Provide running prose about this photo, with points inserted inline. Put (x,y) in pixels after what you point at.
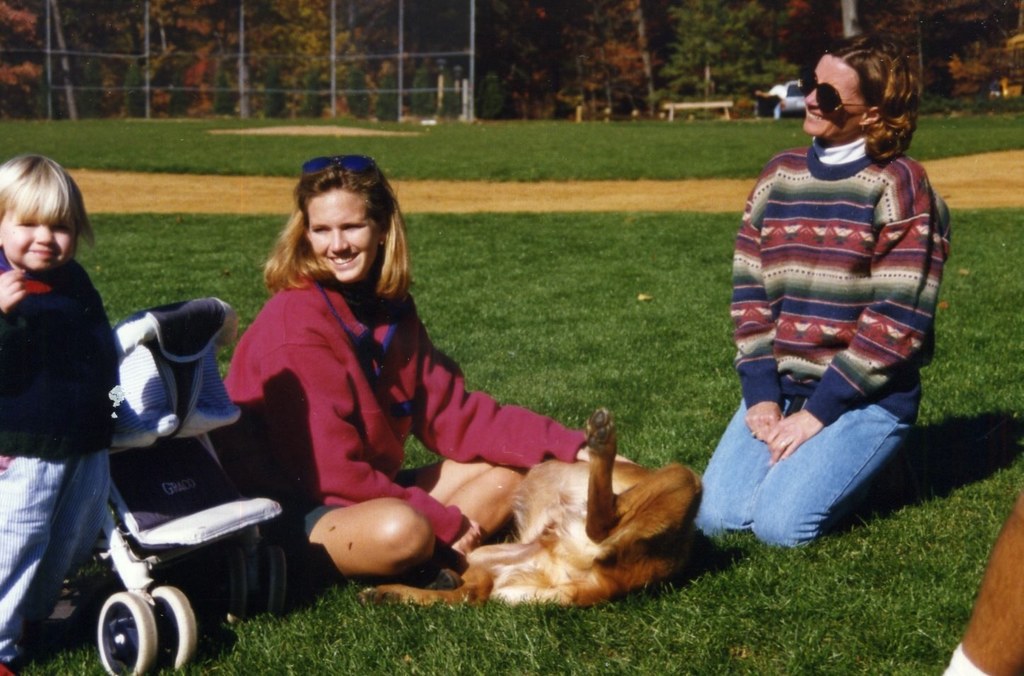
There are three members (337,399) in this picture and a dog (593,521) lying on the grass (638,391) in the ground (762,602). Two of them were women (349,380) and one of them was standing in front of a trolley (154,520). In the background (480,117) there is a fence (472,79) and some trees (603,65) here.
